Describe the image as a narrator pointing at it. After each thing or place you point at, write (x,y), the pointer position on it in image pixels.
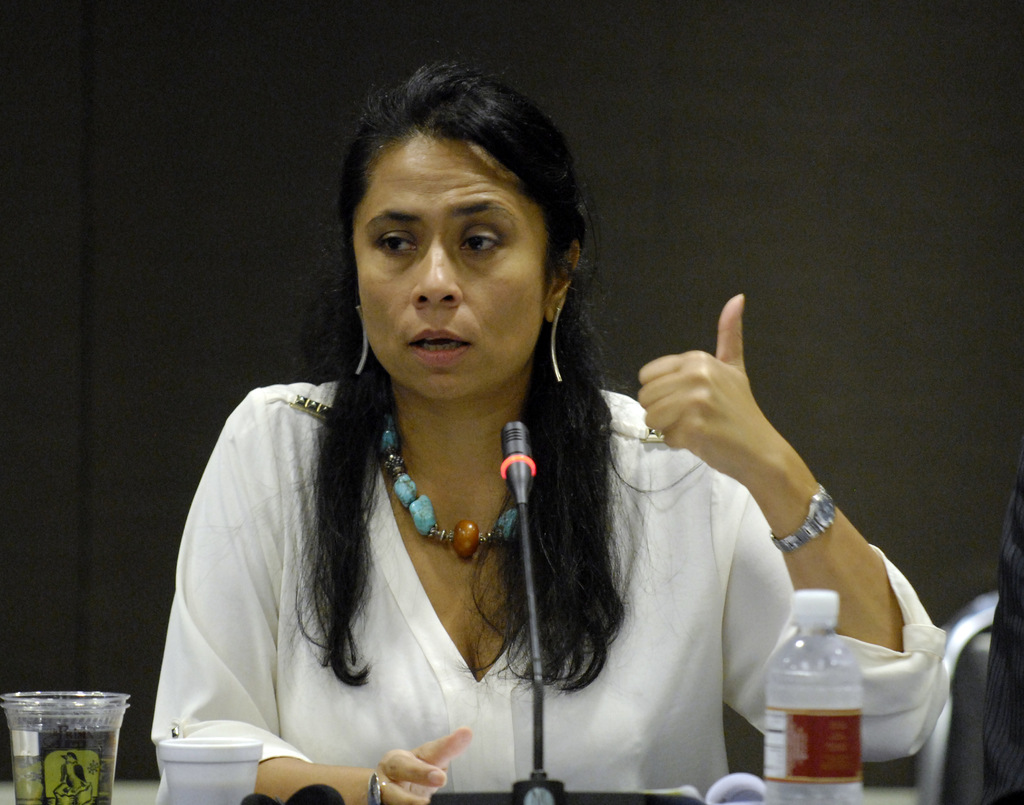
In the image a lady (343,676) wearing a white shirt (409,578) is talking something. In front of her there is a mic (523,515), bottle (773,743), glasses (98,746). In the background (112,302) there is a curtain (628,59).
